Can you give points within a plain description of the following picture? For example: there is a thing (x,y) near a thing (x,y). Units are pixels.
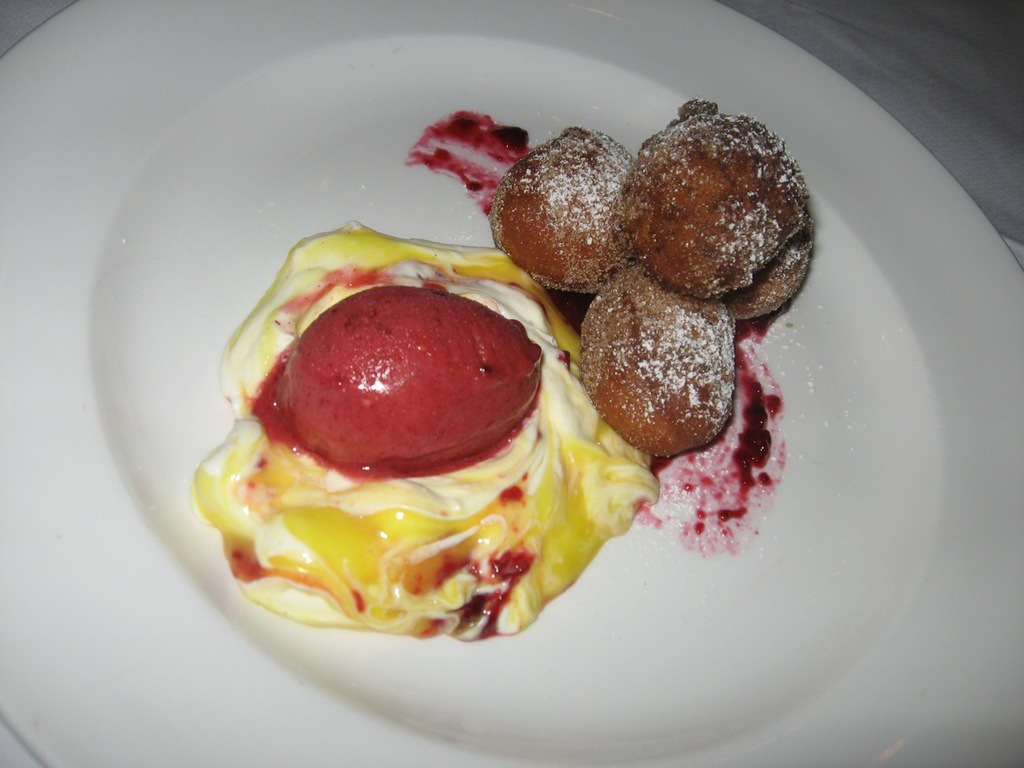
There are a cream (500,457) and food items (472,325) on a white color plate (645,2). And the background (834,9) is blurred.
